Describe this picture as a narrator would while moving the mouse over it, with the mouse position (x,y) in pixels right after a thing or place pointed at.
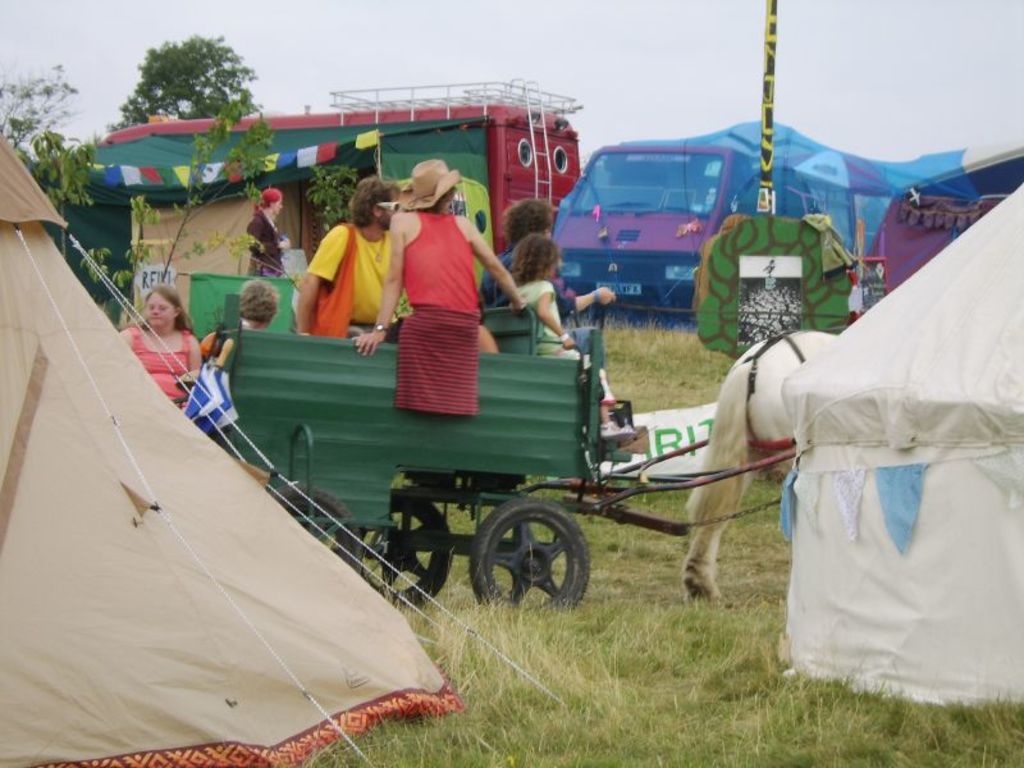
In this image I can see the grass (556,723). On the right (999,586) and left side (69,659) I can see the tents (916,564). I can see a horse cart (510,467). I can see some people (422,308). In the background (494,247), I can see the vehicles (690,197) and the trees (196,117). At the top (662,53) I can see the sky (661,38).
